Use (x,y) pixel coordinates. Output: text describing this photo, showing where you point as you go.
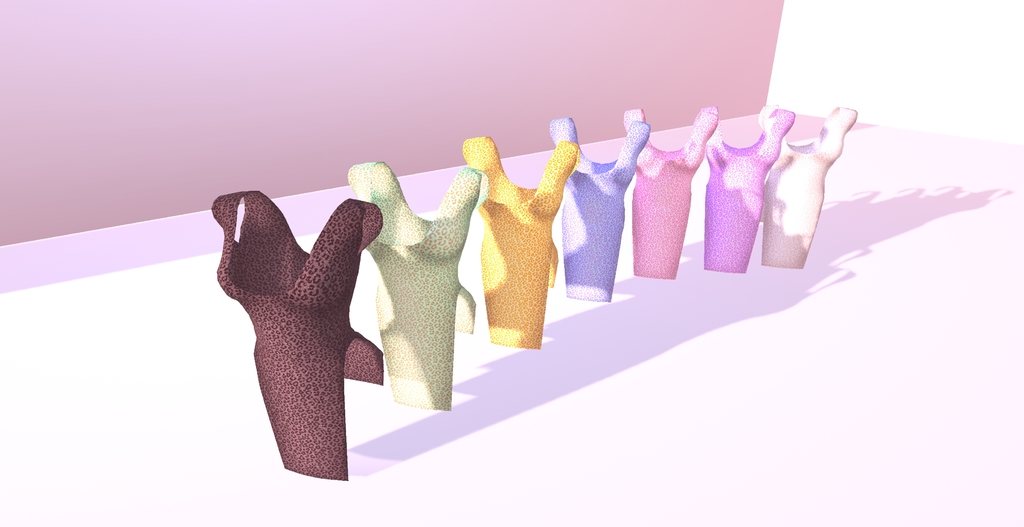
This is an animated image in this image there are tops (658,272), in the background (131,56) there is a pink color wall (292,131).
